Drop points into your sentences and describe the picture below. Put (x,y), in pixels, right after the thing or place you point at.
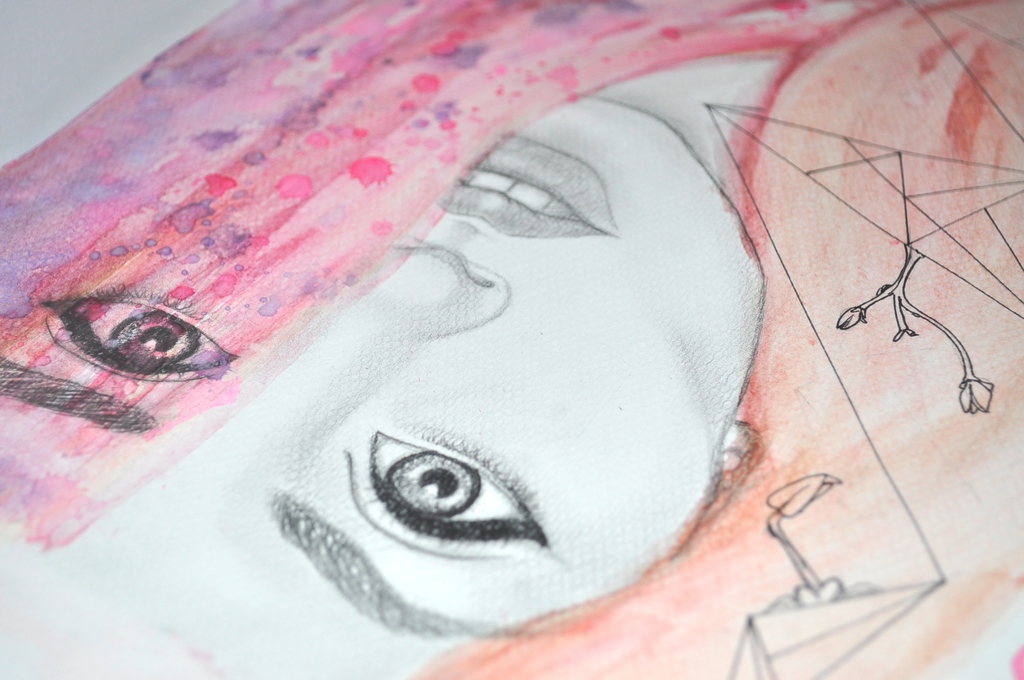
In this picture, there is a sketch (800,497) of a woman (359,235) with different colors.
